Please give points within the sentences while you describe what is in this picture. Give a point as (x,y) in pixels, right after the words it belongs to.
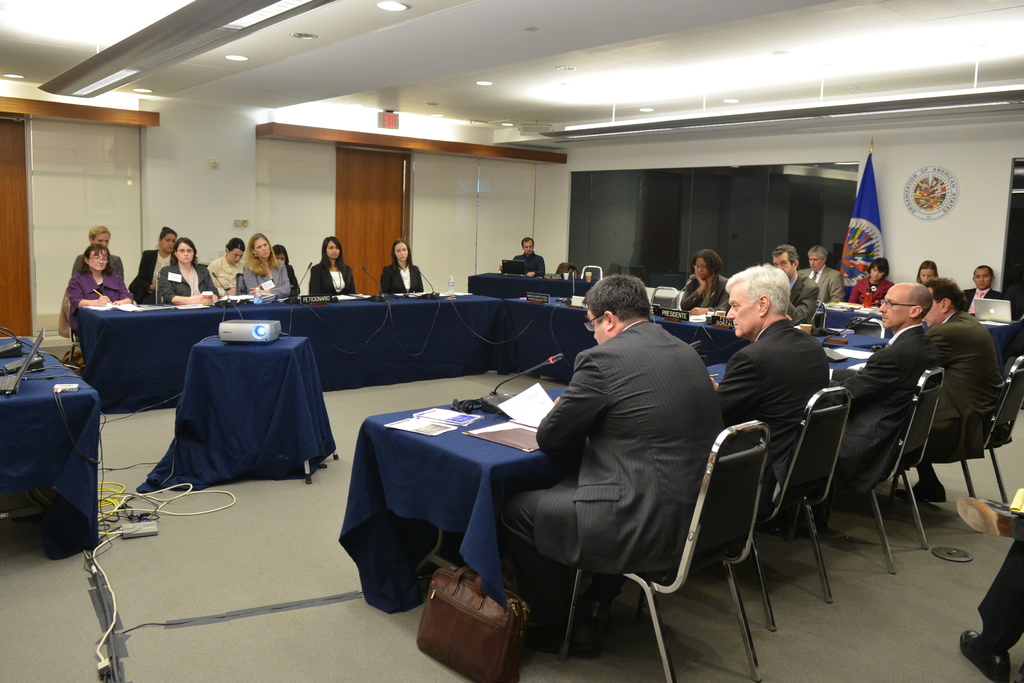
The image is taken in the room (507,253). In the center of the room (552,323) there are tables (439,472) and people (769,328) sitting around the tables (200,323). On the left (239,335) there is a projector (252,335) which is placed on the stand (253,400). On the tables (29,381) there are laptops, papers (410,427) files (515,424) and a mic (513,375). In the background (855,263) there is a flag (873,236), wall (560,216) and doors (385,194).
